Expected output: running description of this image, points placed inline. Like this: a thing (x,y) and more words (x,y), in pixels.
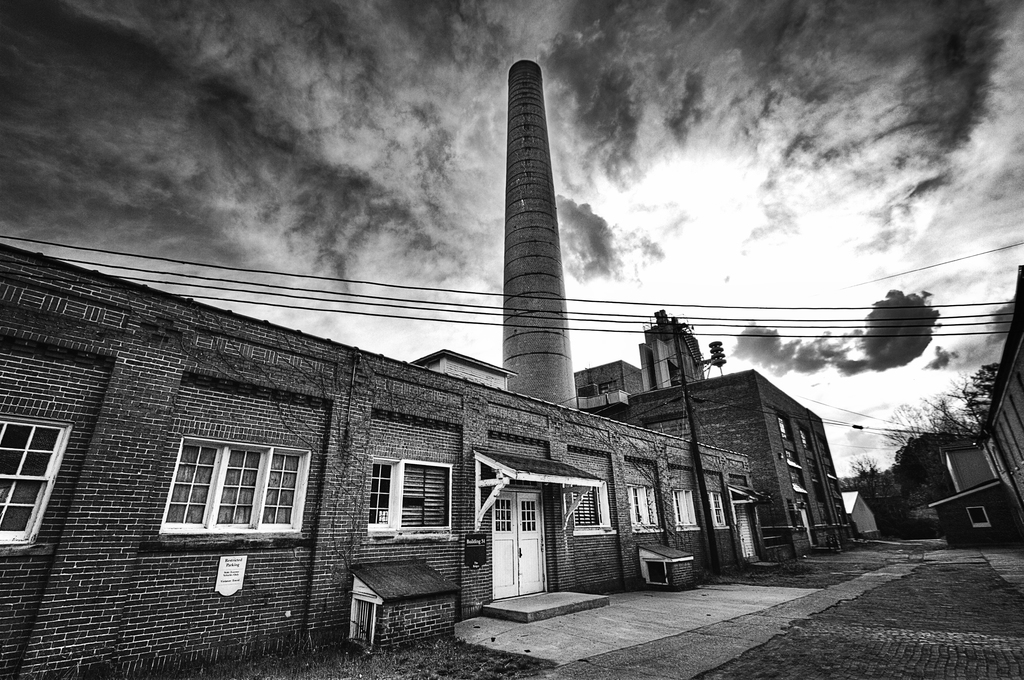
As we can see in the image there are buildings (350,476), windows (267,506), doors (540,541), grass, trees (907,510), sky (1006,85) and clouds (767,109).
